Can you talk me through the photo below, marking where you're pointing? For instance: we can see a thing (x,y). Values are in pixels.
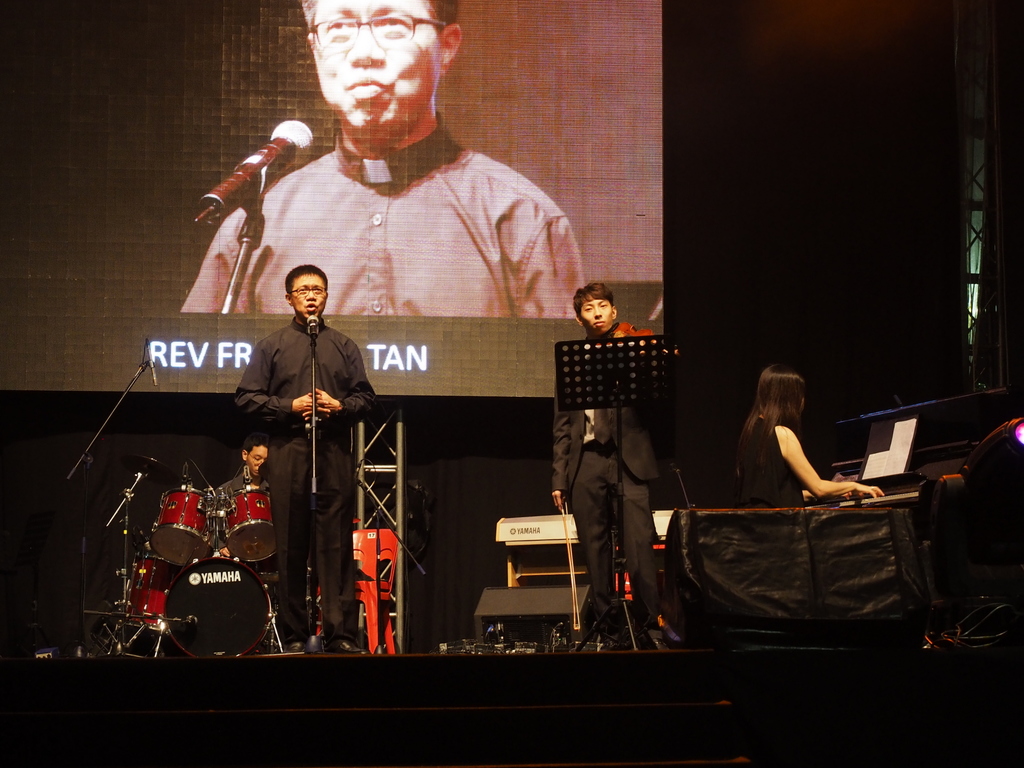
In this image there is a person (300,398) standing in front of a mic (316,449), beside the person (324,427) there is another person (578,473) holding a musical instrument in his hand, in front of him there is a board (620,381) on a stand (619,458), behind them there is a person (260,481) playing drums (258,496) and there is a woman (762,461) playing a keyboard (889,479) and there are some other musical instruments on the stage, behind them there is a screen (292,224).
